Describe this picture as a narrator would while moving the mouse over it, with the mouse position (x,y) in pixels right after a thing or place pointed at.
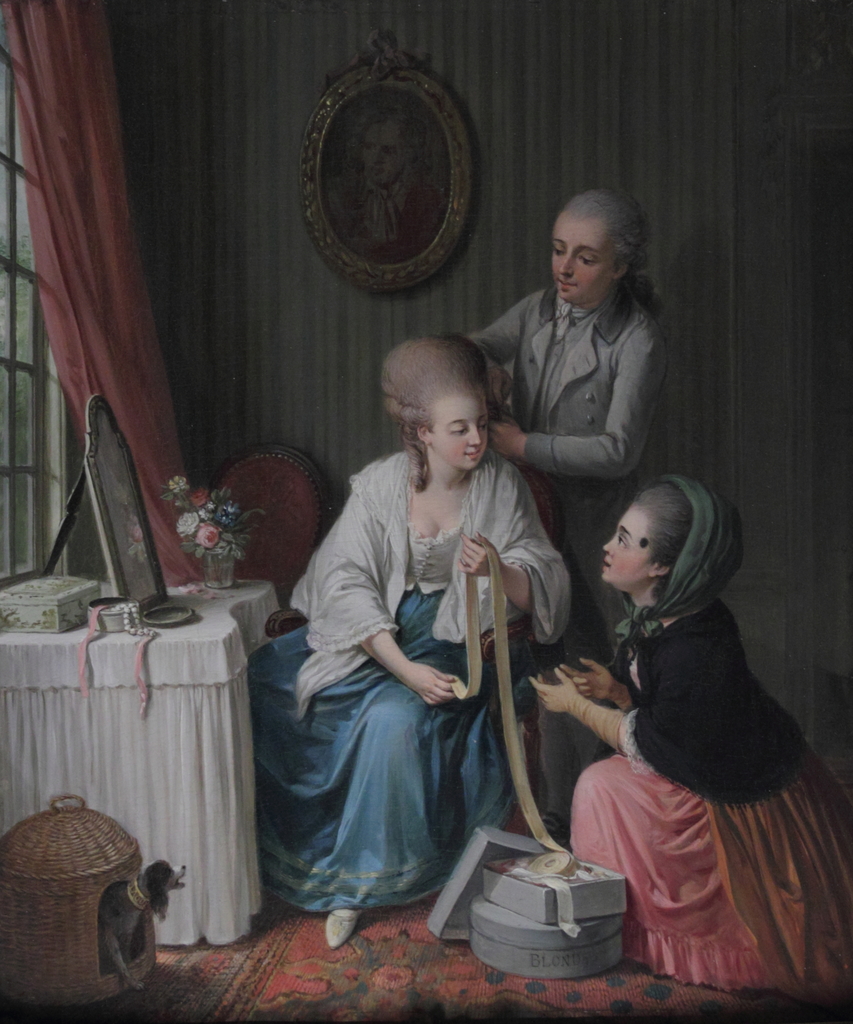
In the image we can see there are people (697,761) wearing clothes (562,725), there is a table (127,708), on the table (123,695) there is a flower pot (207,568) and a mirror (141,549). This is a frame (334,166), window (40,341), curtains (54,323), carpet (273,968), basket (92,916) and a dog (134,896).
